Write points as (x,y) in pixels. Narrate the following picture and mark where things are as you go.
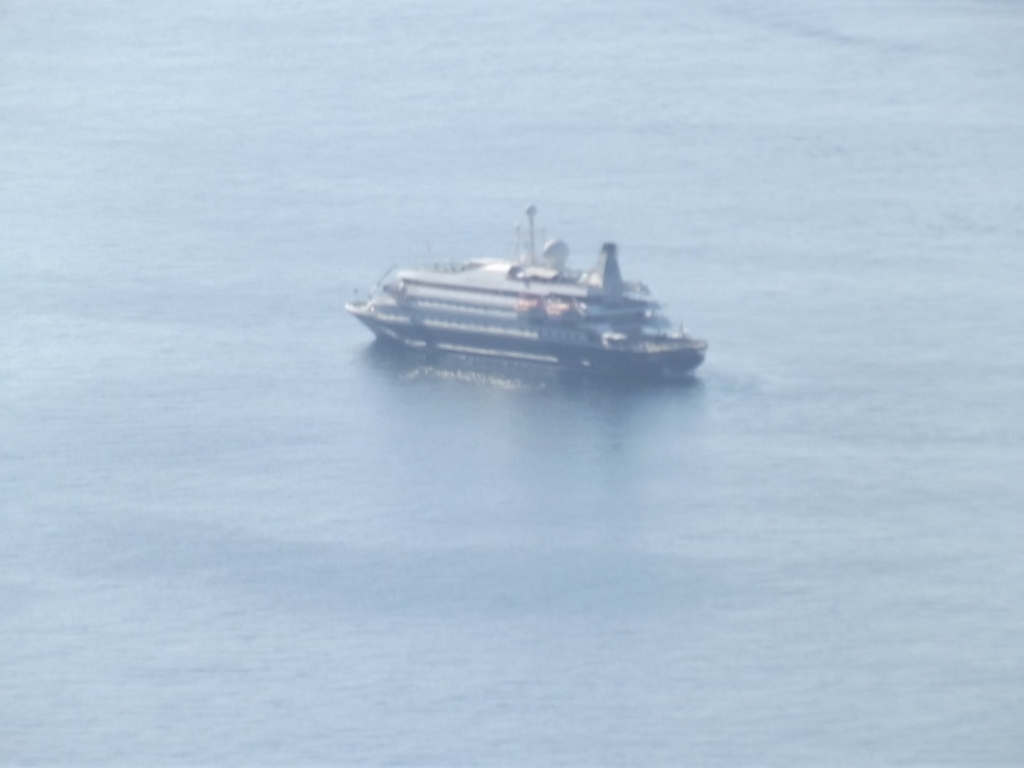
In this picture we can see a ship (488,312) in the water (533,614).
